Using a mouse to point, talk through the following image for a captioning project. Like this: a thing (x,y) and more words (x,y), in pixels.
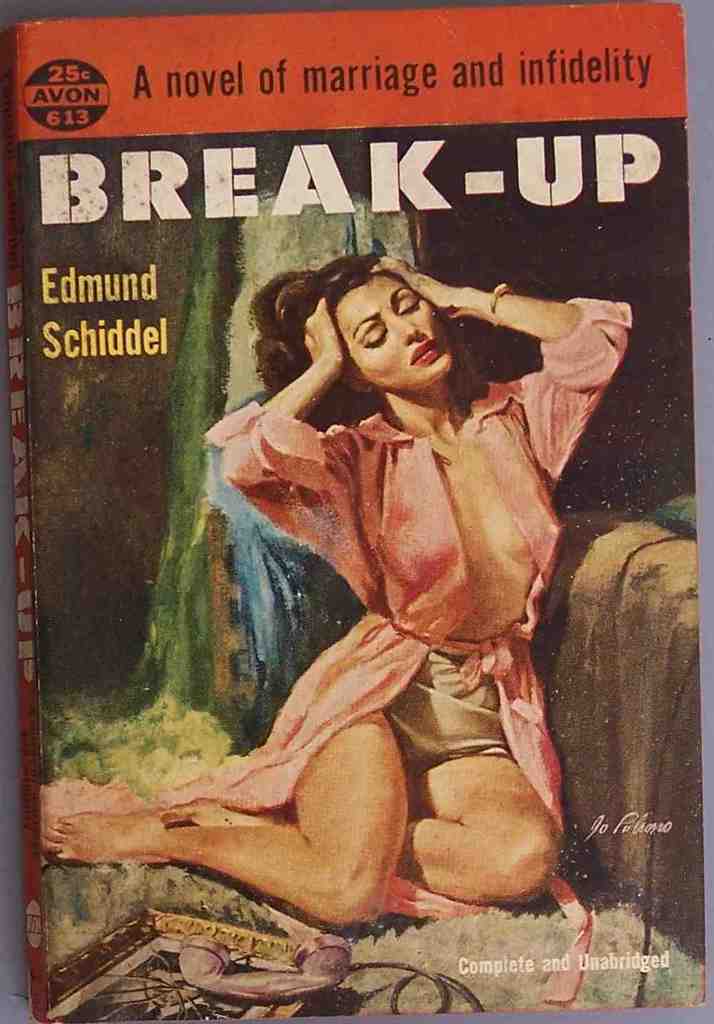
In this image we can see cover page (326,513) of a book (512,850).
